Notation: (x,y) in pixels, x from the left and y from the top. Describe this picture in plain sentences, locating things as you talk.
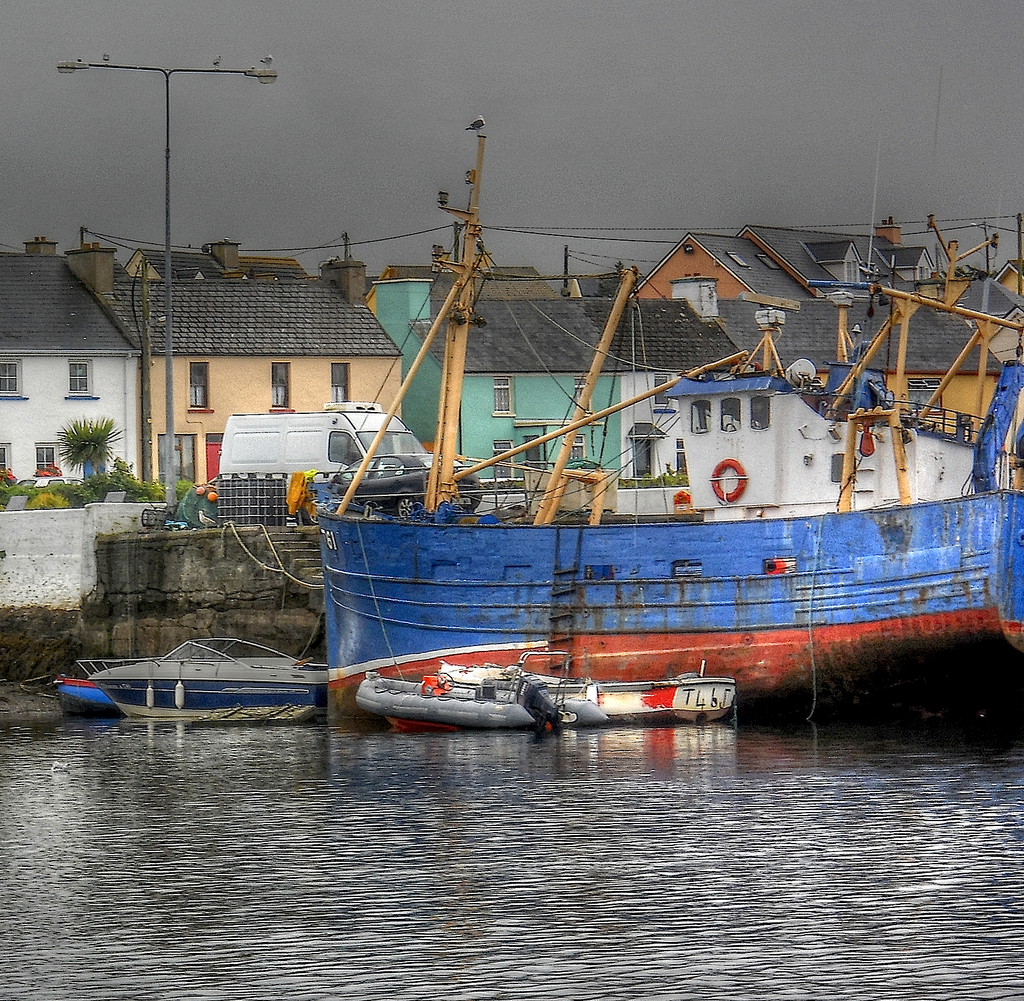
In this image there is water (456,802) in which there are ships (483,558) and small boats (479,687). In the background (409,286) there are houses (388,282) one beside the other. On the road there is a van (285,426) and an electric pole (150,436).
